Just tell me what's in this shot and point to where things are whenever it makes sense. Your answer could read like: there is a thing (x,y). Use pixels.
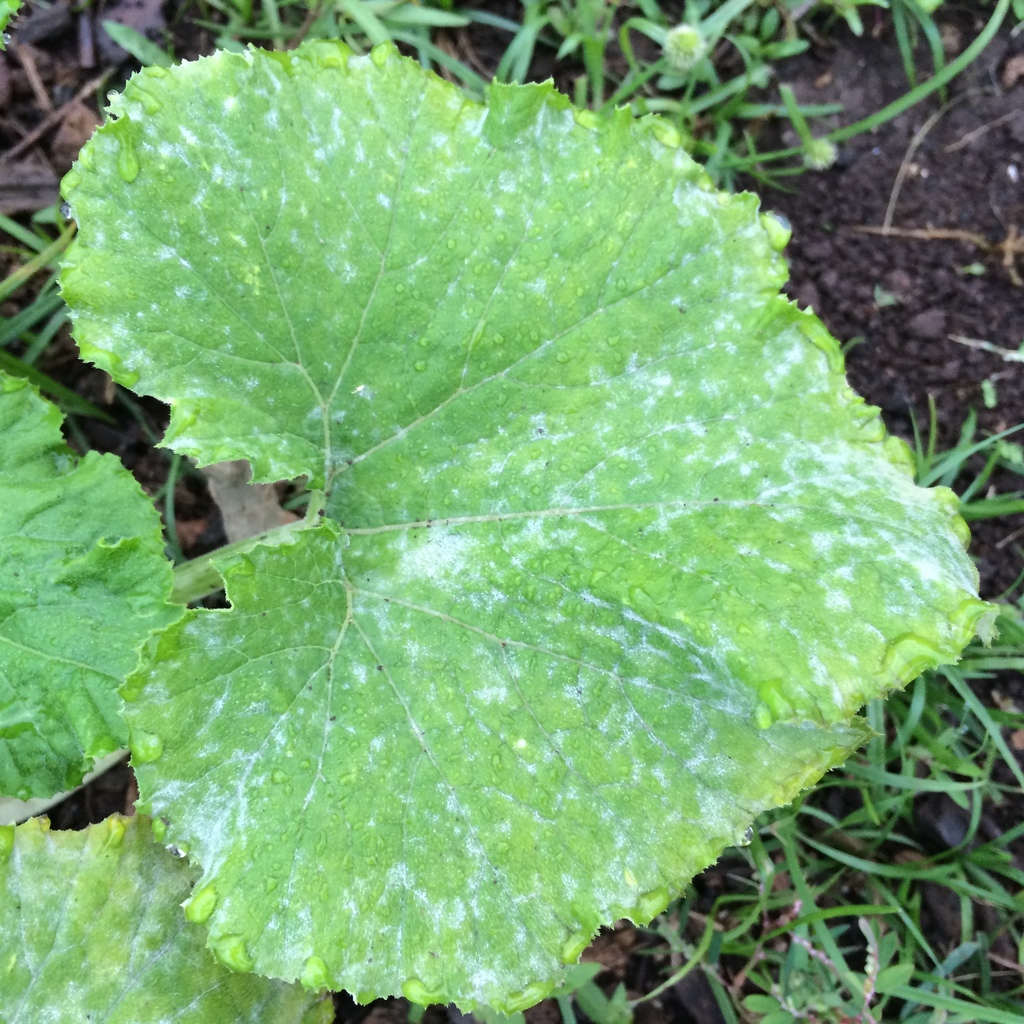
At the left side of the image (192,712) there are leaves (280,419) with water droplets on it. Below the leaves (672,201) there is a soil (963,397) with grass (64,401) on it.
